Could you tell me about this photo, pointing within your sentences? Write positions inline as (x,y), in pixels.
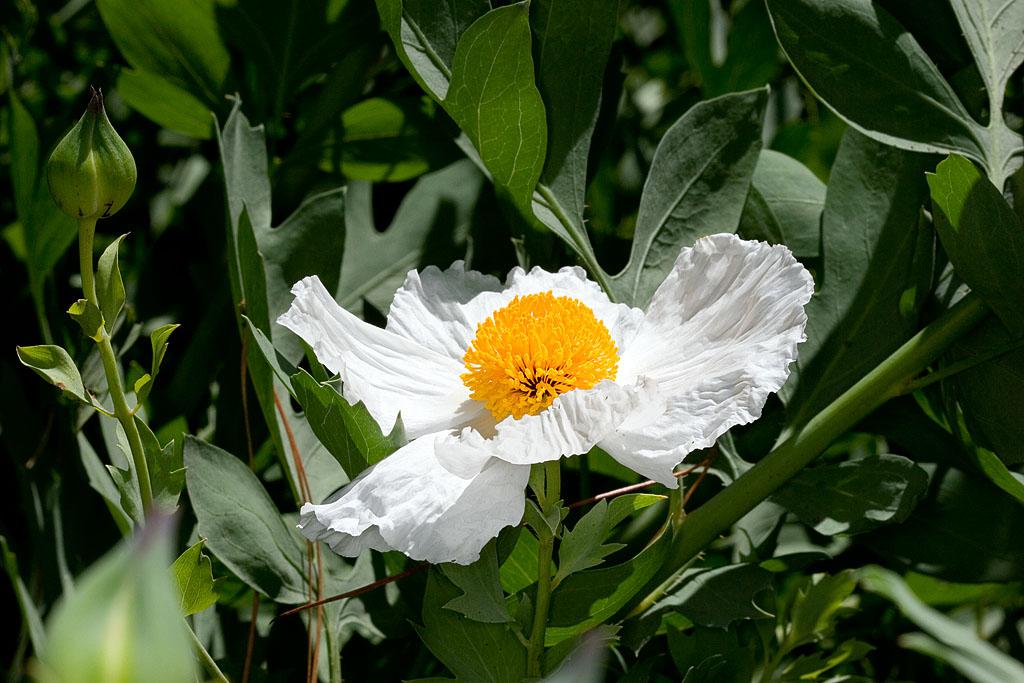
There is a white and yellow color flower (474,370) on a plant (524,594). Also there are leaves (527,593) and a flower bud (69,187).
